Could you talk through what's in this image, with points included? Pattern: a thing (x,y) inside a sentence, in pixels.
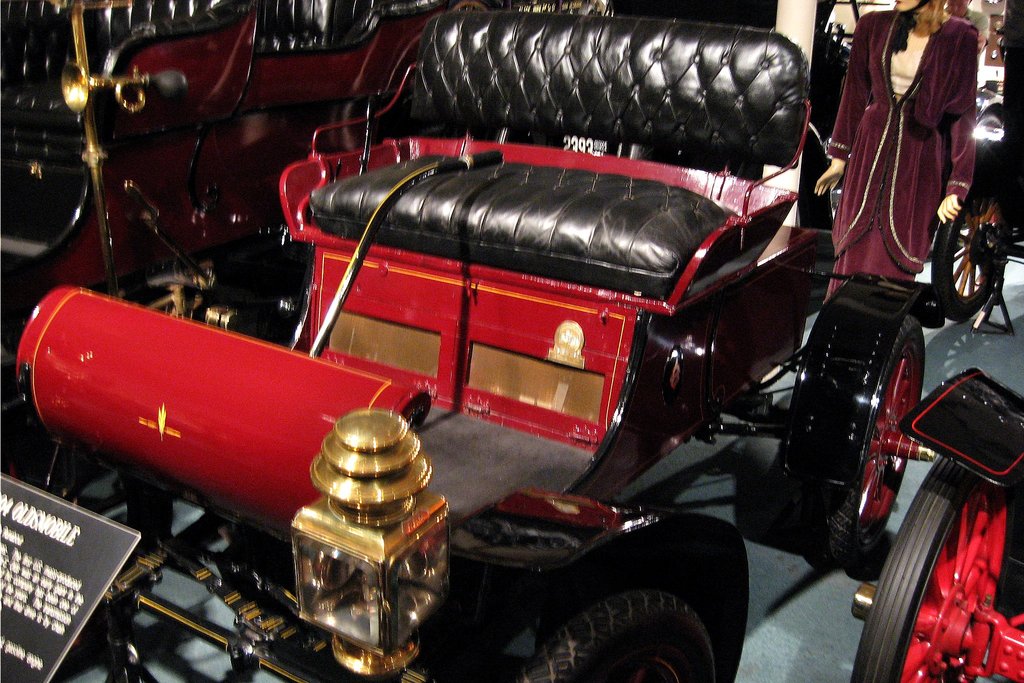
In this picture I can see few vehicles (820,328) and a mannequin (868,133) with some clothes (865,100) on it and a board (76,559) with some text (42,563).
